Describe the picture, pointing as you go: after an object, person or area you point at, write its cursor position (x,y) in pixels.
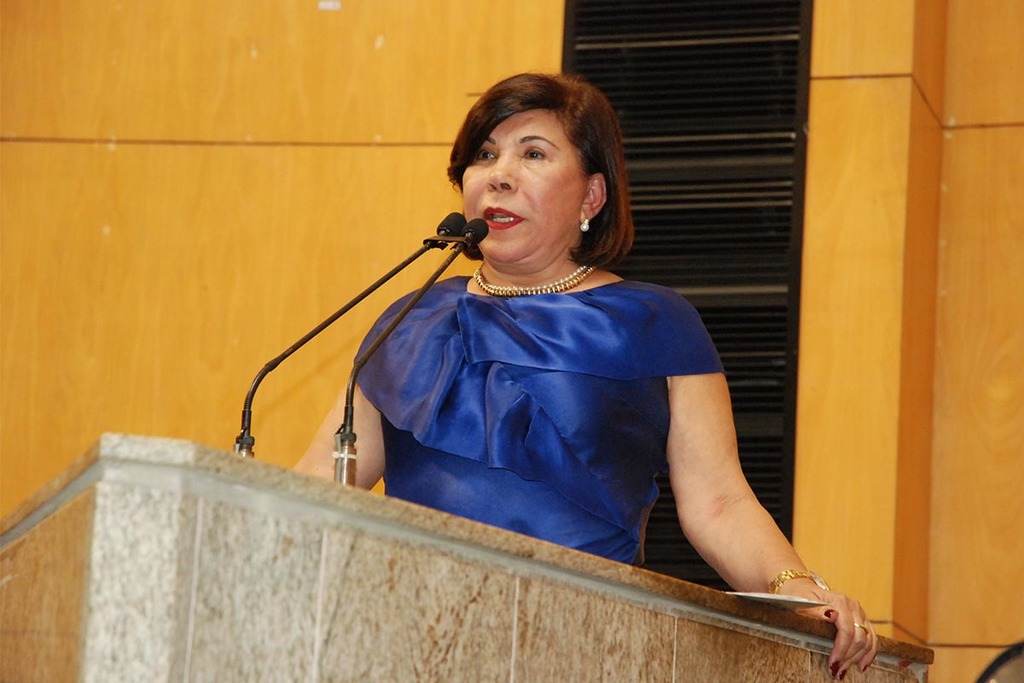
In this picture there is a woman (402,366) with blue dress (432,433) is standing and talking and there are microphones (370,355) and there is an object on the podium (348,562). At the back (670,529) there is a wall (54,448) and there are objects (762,452). At the bottom right (992,672) it looks like a chair (1013,673).
